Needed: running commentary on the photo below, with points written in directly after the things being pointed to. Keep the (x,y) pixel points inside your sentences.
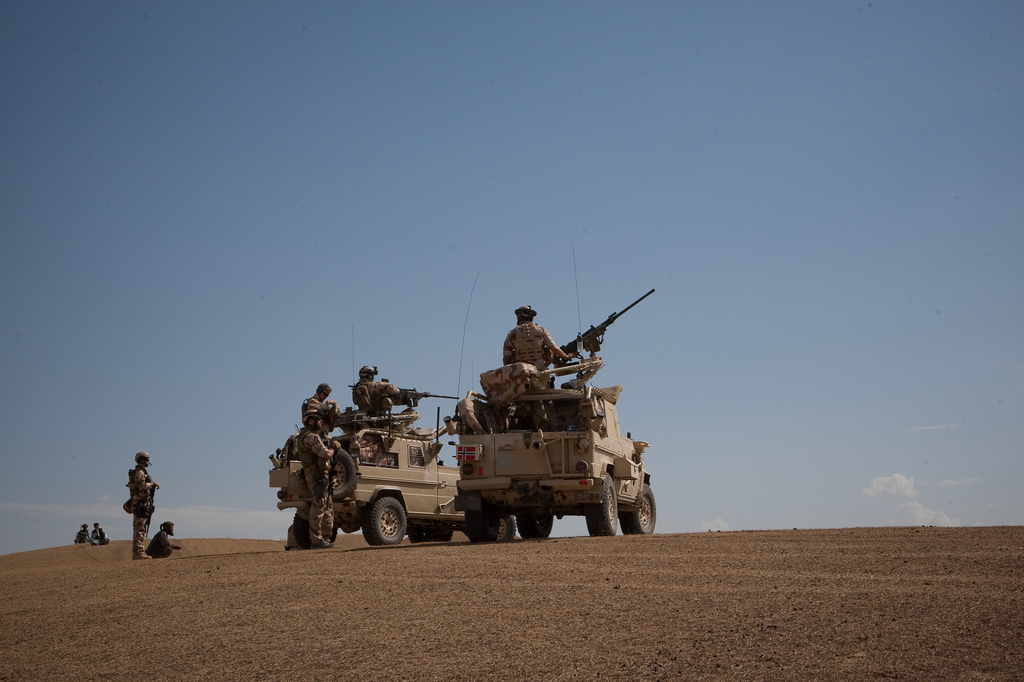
In this image we can see some people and among them few people (313,412) holding some weapons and there are two vehicles (497,422) and at the top (493,100) we can see the sky (493,100).
